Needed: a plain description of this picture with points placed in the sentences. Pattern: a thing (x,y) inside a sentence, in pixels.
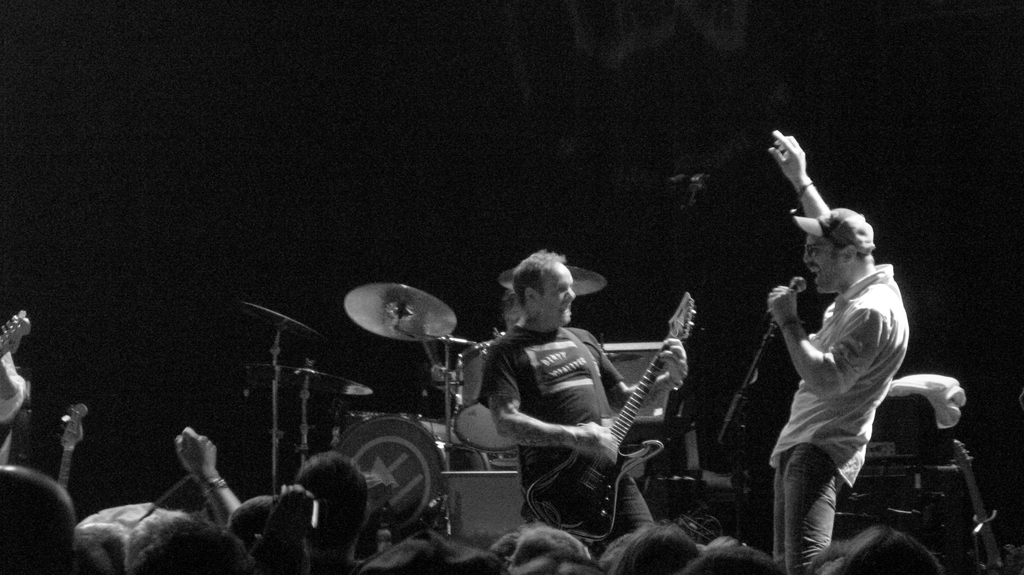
In this image, we can see 2 peoples (570,387) are standing. At the bottom (864,554), there are so many human heads (423,571) we can see. The left side (19,385), there is a human hand (6,380). In the middle of the image (477,361), we can found musical instrument (471,425). The man (497,416) in the middle (549,370), he hold a guitar (603,461) in his hand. The right side of the image (829,368), man (831,313) hold a microphone (797,281) in his hand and he wear a cap (846,240) on his head (827,254).
